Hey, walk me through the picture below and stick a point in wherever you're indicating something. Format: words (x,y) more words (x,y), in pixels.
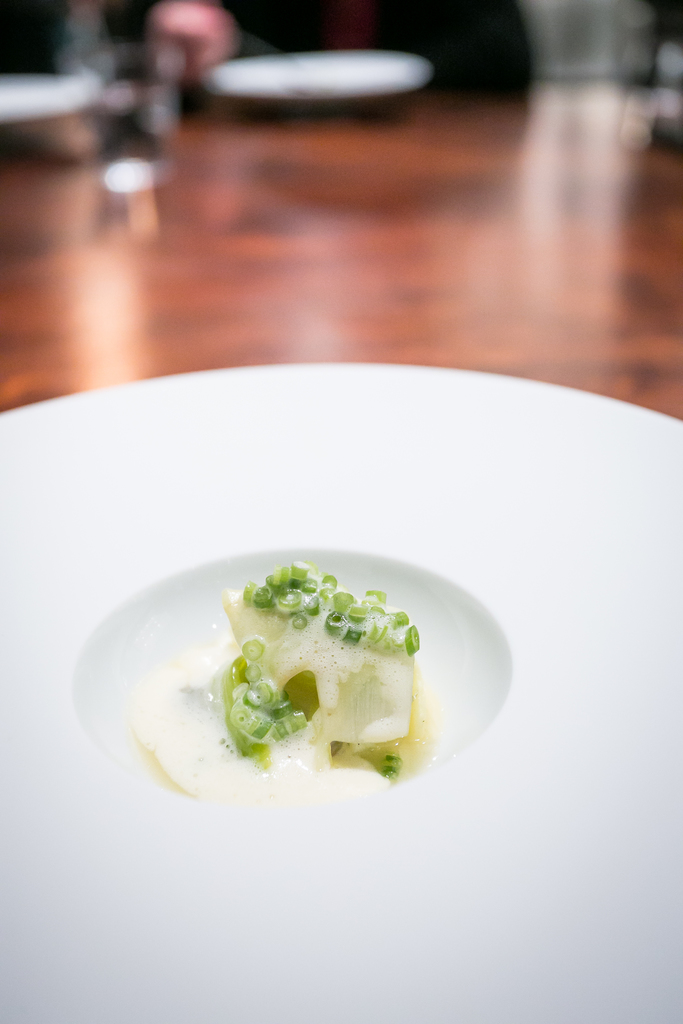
In this image I can see the food (259,597) in the white plate (398,874). The food (301,681) is in green and cream color. The plate (32,607) is on the table (277,275). To the side I can see few people (226,50) sitting in-front of the table (180,153). And it is blurry.
